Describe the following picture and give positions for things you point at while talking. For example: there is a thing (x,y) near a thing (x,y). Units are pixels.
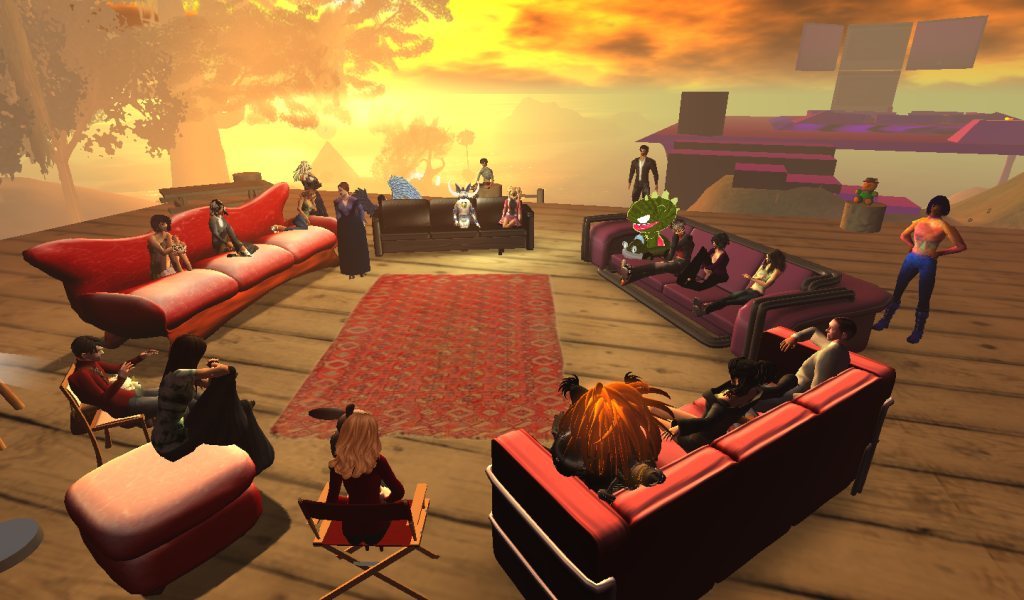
This picture is an animated picture. The sofas (529,440) are arranged in a circle and the cartoon structures (718,252) are sitting on them. In the center (492,300), there is a mat (392,306) which is in red in color. Beside the sofa (865,290), there's another person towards the right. On the top (438,72), there is a sky (604,43) with clouds (591,43). At the top left (80,64), there are trees (245,71).
